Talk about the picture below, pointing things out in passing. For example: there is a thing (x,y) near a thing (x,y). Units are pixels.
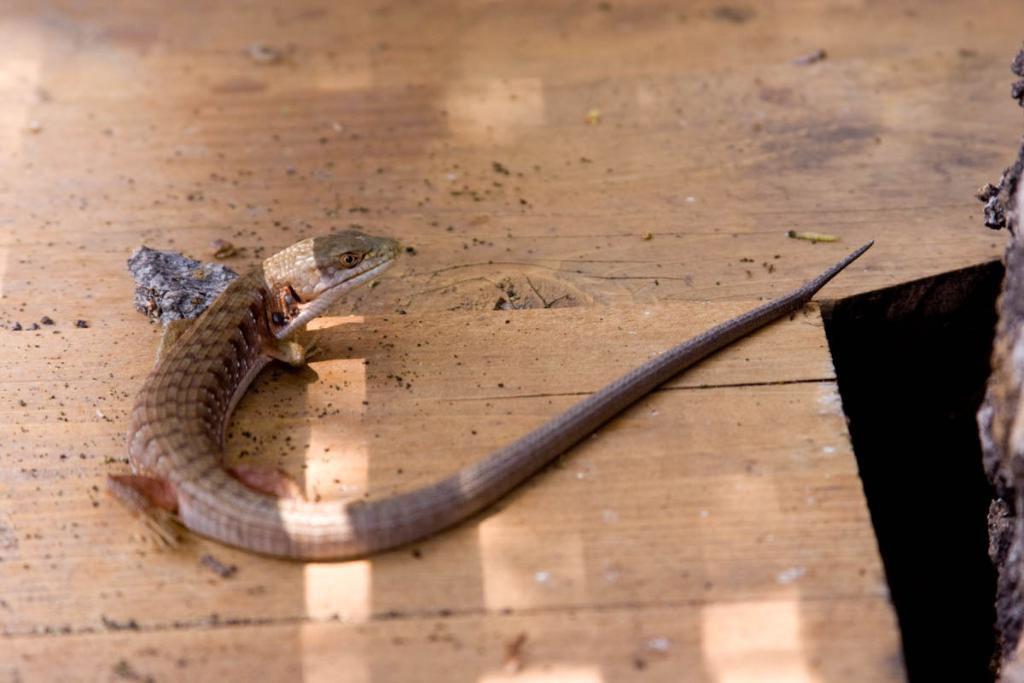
In the center of the image (610,405) we can see one lizard (597,404) on the wooden floor (355,421) and a few other objects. On the right side of the image (922,300), we can see one black color object (937,435) and one more object (988,456).
